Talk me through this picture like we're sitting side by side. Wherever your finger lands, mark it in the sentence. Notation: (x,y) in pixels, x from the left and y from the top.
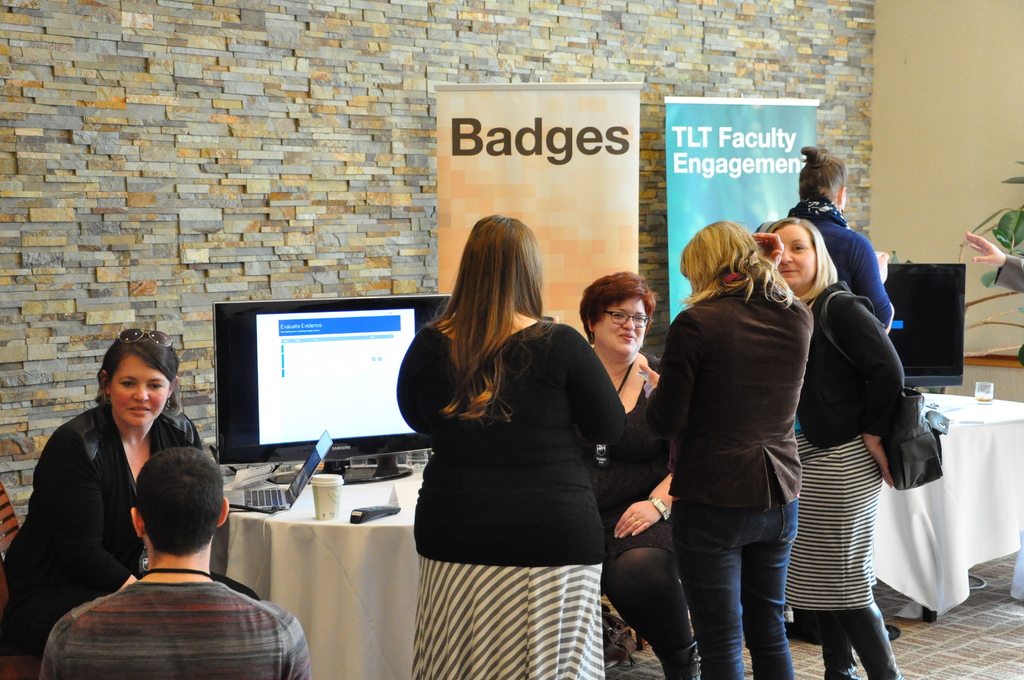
In the image there are few ladies (462,484). Behind them there are tables (278,516) with monitors (360,473), laptop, cup (335,503) and few other items (366,518). And also there are posters (619,192). In the background (257,67) there is a wall (1014,129). On the right side of the image (1004,233) there are leaves (1006,227).
